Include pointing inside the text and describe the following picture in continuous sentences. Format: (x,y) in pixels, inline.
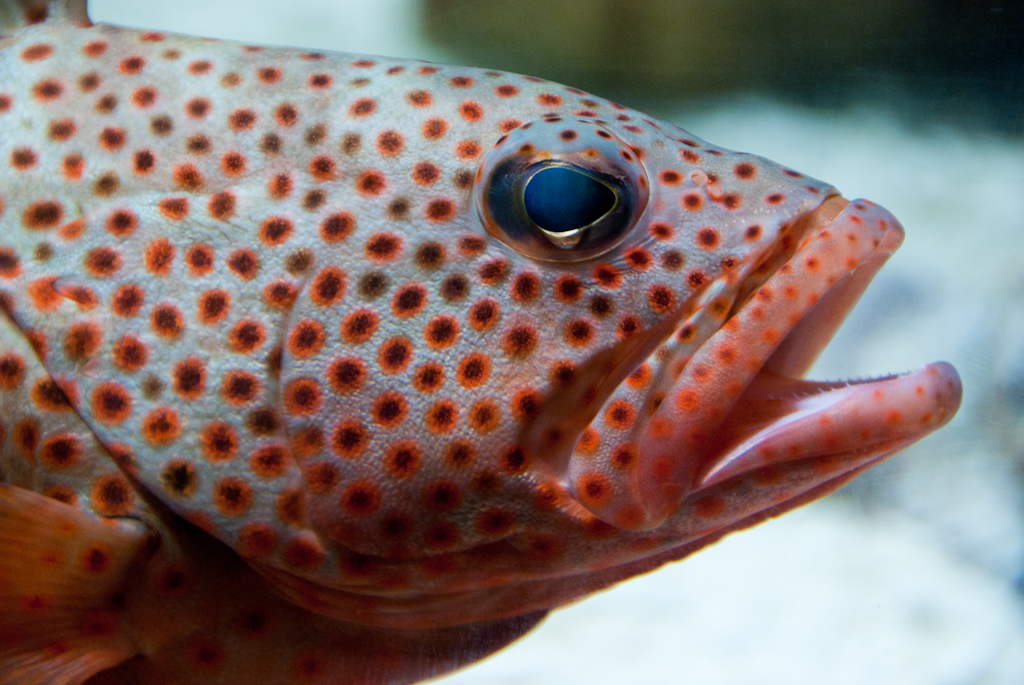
In this picture I can see a fish (671,273), and there is blur background (977,99).
